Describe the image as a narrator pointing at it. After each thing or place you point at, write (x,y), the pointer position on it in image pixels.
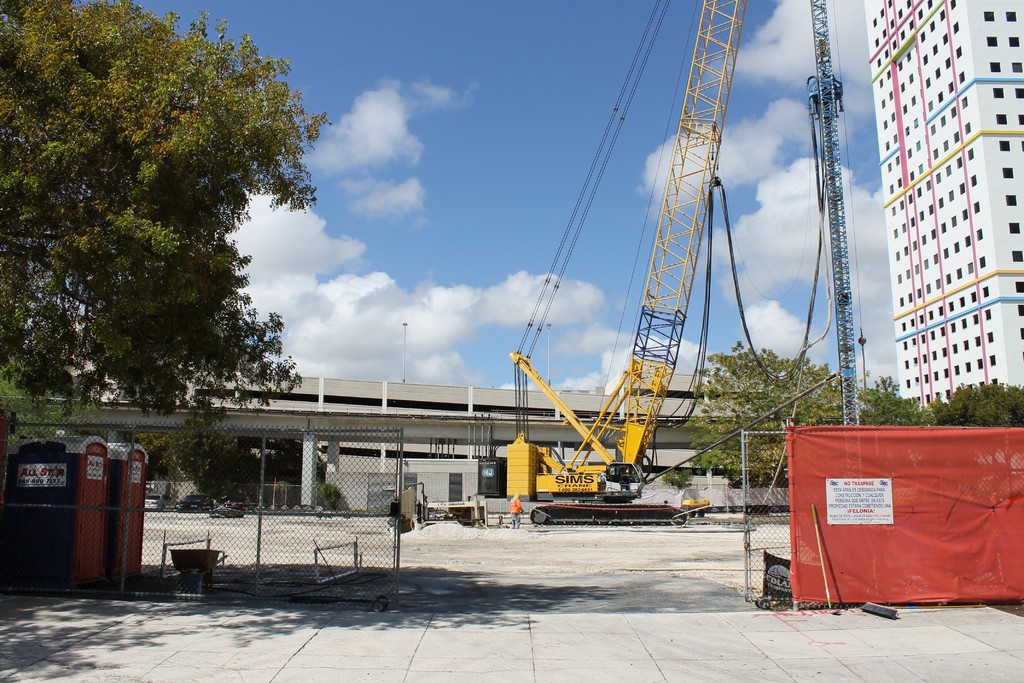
On the left side (143,71), there is a tree (87,162) having green color leaves (87,185). On the right side (873,556), there is an orange color sheet (955,464) attached to a fence (814,462). Beside this, there is a stick (815,503), leaning on this fence (823,508). In the background (595,493), there is an crane (552,462), there are trees (938,398), there is a bridge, there is a building (881,73) which is having windows (922,317) and there are clouds (855,297) in the sky (403,129).
